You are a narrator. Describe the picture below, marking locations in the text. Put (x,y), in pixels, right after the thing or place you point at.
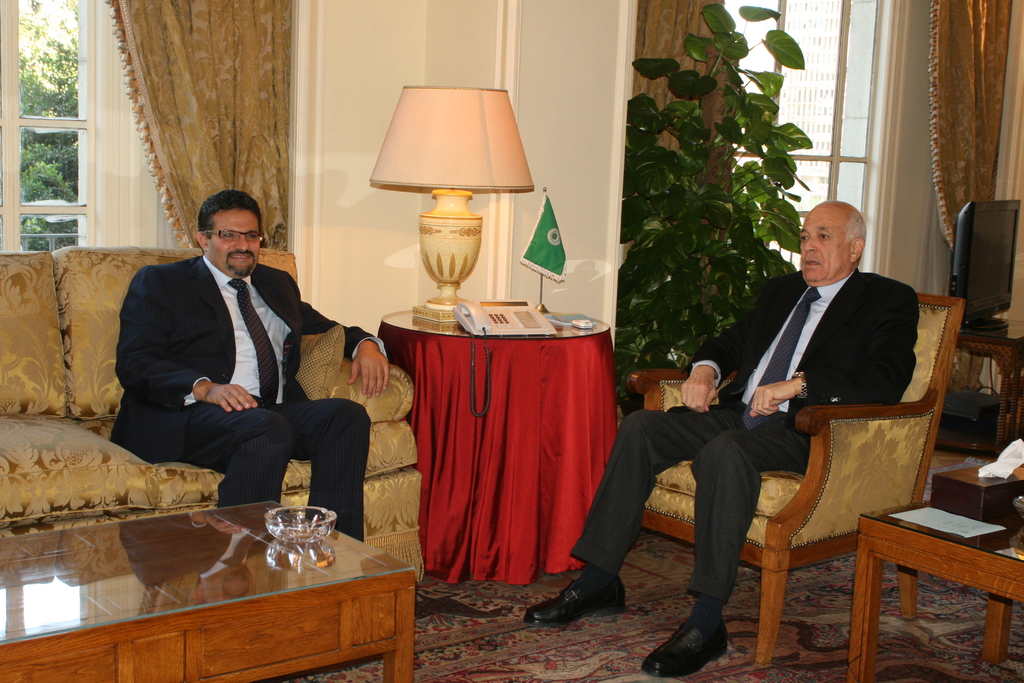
This is a picture taken in a room (303,482), there are two persons (261,419) sitting on chairs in front of these people (258,488) there is a table (219,562) on the table (184,584) there is a bowl (292,526). Beside the people (305,415) there is a red table (526,393) and on the table (546,377) there is a flag (539,262), telephone (497,313) and a lamp (448,285). Behind the people (252,448) there are house plant (687,225), glass windows (92,125) with curtain (248,79) and a wall (415,81) and also on the floor (928,626) there is other table (968,562) and on the table (970,544) there is a paper (960,518) and a tissue box (970,482).
